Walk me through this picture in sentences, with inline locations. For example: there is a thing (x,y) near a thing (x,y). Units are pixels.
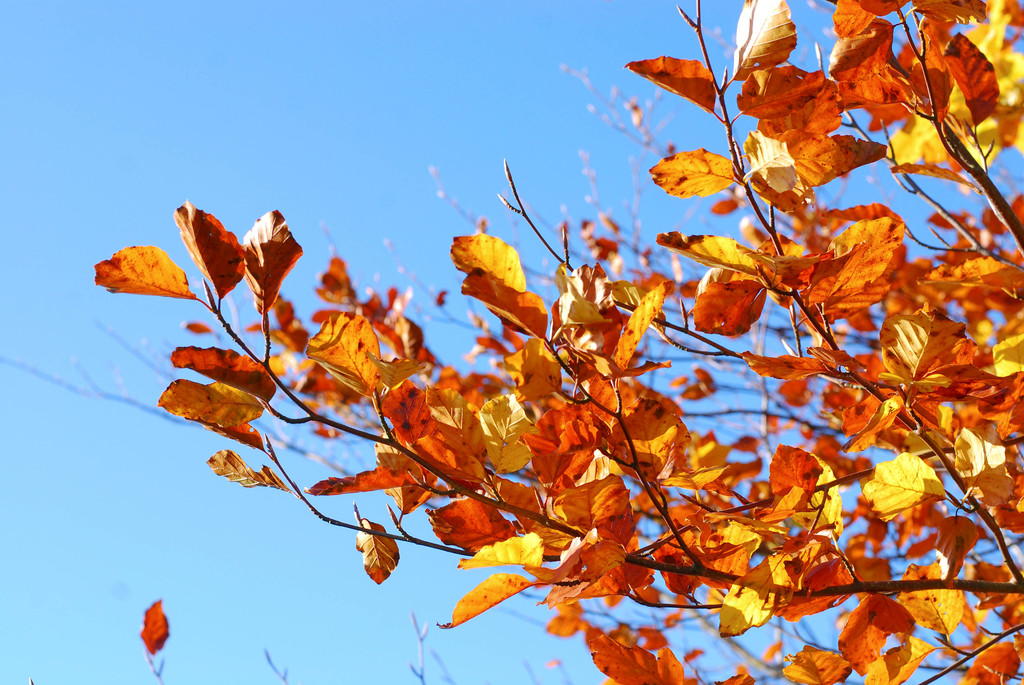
In this picture there is a tree (809,154). In the center (510,248) i can see many leaves (863,363) on the branches (688,572). At the top (269,70) there is a sky (228,70).
